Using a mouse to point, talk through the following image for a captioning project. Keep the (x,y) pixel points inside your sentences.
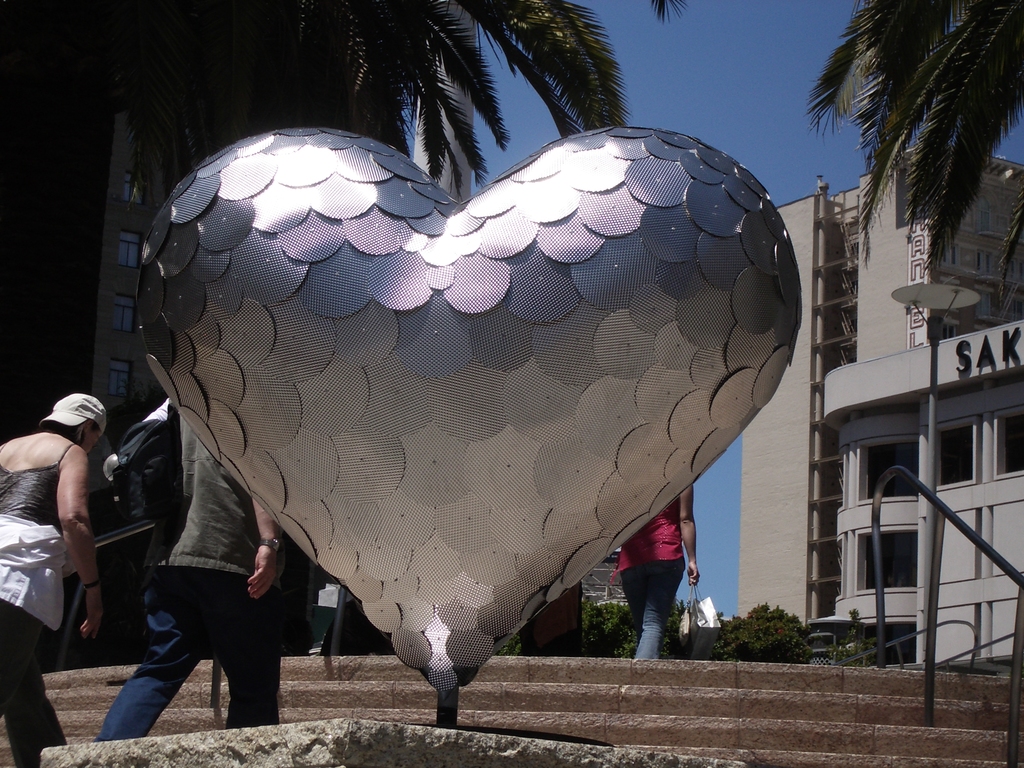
The picture is taken outside a building (1011,412). In the foreground (415,437) there is a love shaped sculpture (452,238). On the left (186,550) there are people (153,672) walking on the staircase (619,695). On the top left (134,134) there are trees (195,96) and buildings (124,324). On the top right (859,229) there are buildings (907,356) and trees (972,113). It is sunny.
